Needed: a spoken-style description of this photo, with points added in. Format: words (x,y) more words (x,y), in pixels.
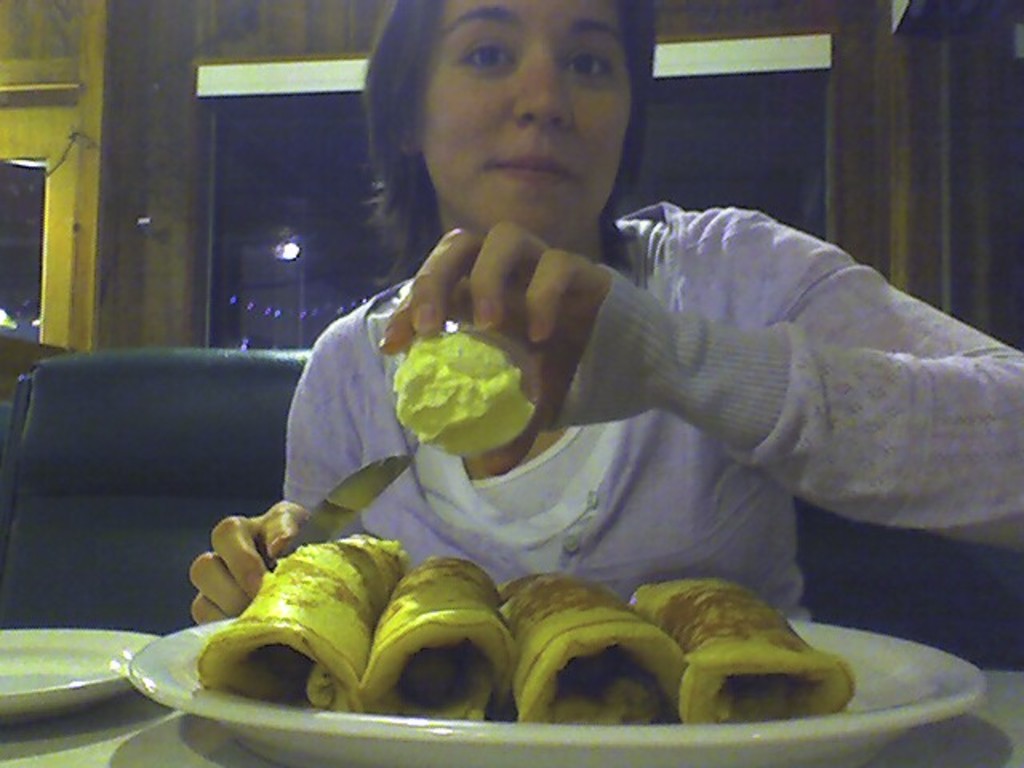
In this image we can see a woman (559,370) sitting on a sofa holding some food (501,383) and a knife (356,496). We can also see some food (327,644) in a plate (424,759) which is placed on the table (257,761). On the backside (258,332) we can see windows (274,321) and a wall (167,291).
